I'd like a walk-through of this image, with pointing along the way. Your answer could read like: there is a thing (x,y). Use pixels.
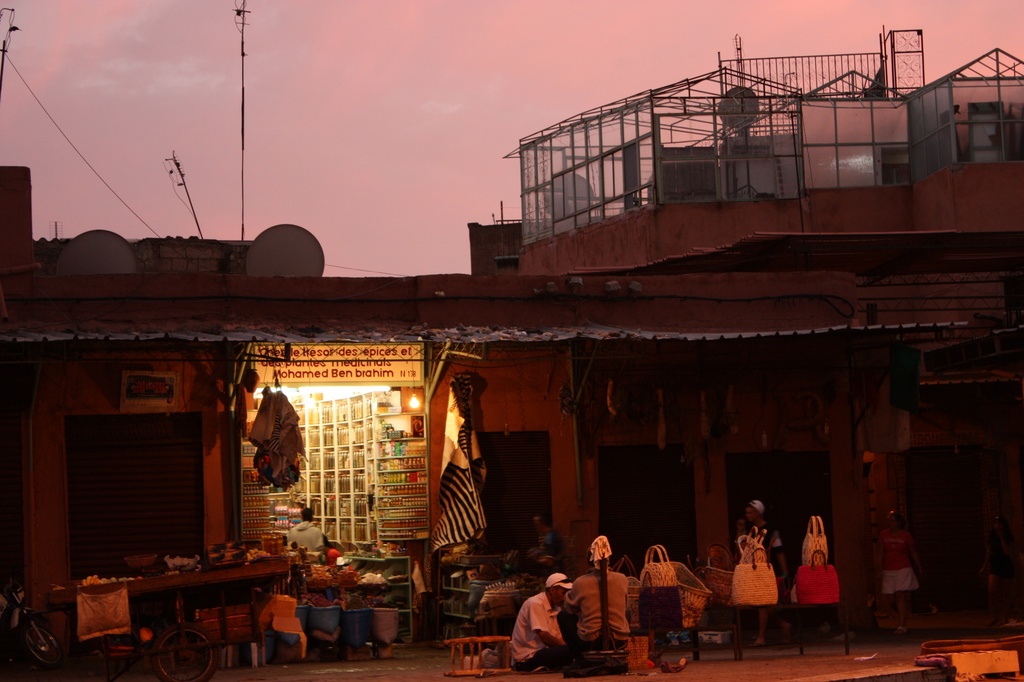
On the left (310,511) it is a store (367,531) in the middle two persons (609,640) are sitting. This is the house (757,368) at the top (409,103) it's a sky (423,103).
